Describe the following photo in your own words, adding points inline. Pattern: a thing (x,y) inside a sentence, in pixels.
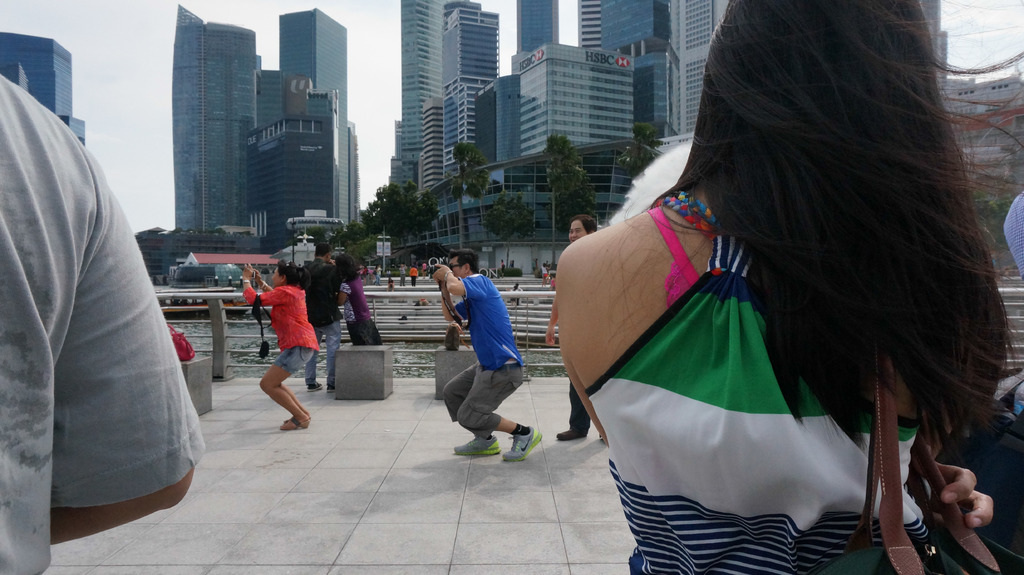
In this image, we can see few people (958,243). Few people (488,296) are holding cameras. At the bottom (368,409), there is a walkway (307,398). Background (368,81) there are so many trees (1002,247), buildings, poles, water (402,344), railing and sky (374,62).
